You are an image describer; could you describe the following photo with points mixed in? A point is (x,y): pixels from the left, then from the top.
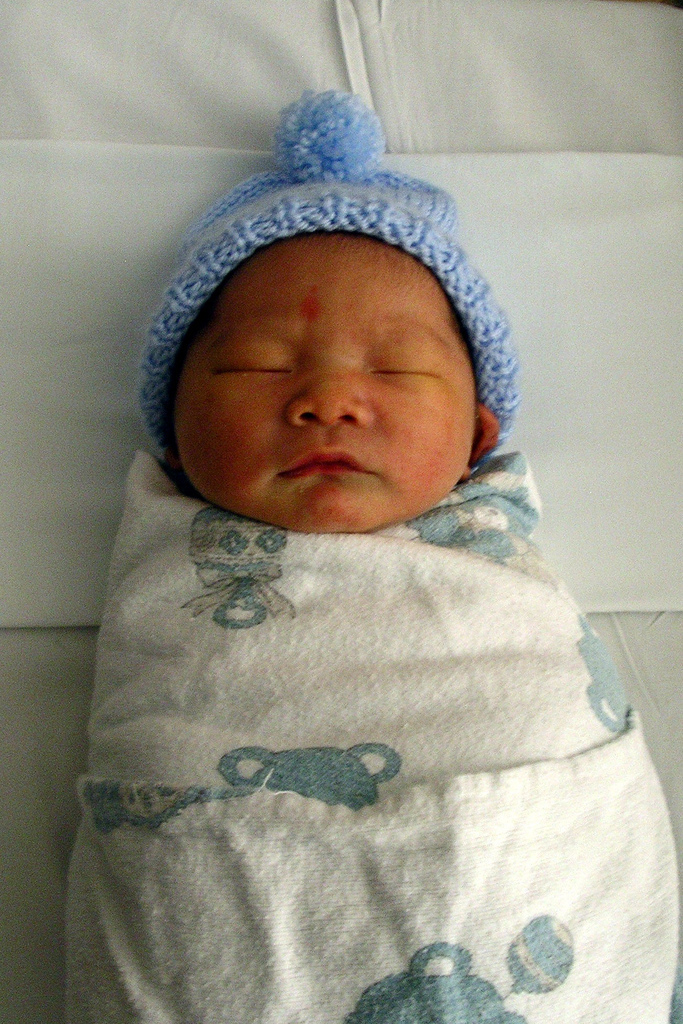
In this image we can see a baby (384,693) wearing white dress (455,634) and blue cap (332,195) is laying on the bed (112,451).
